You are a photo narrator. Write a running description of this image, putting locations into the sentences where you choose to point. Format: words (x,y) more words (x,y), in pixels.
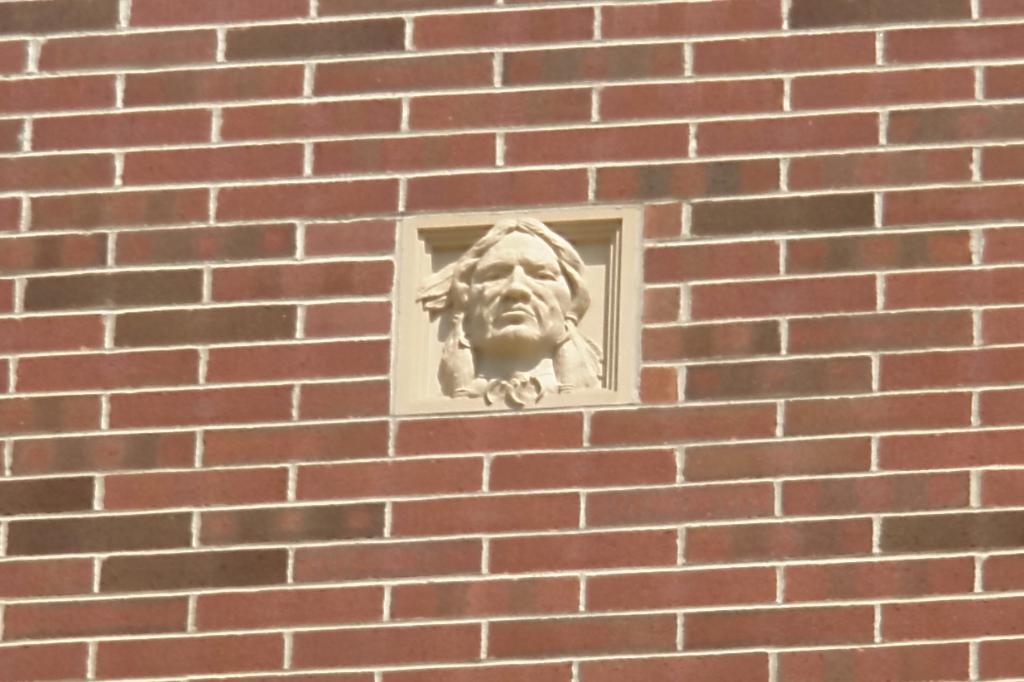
In this image there is a sculpture (493,297) on the wall (284,168).
